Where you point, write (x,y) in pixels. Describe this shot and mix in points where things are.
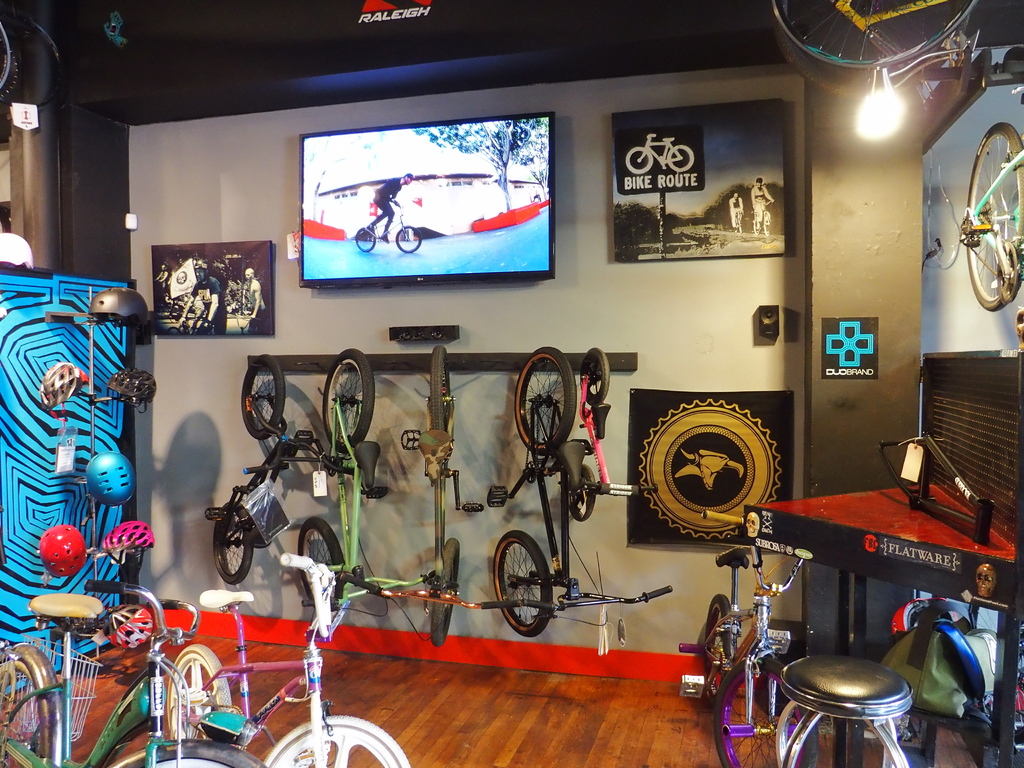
In this image I can see the bicycles (121,723). On the right side (827,699), I can see a stool (809,701). On the left side (139,378) I can see the helmets (124,477). In the background (207,334), I can see the boards (210,265). I can also see something projected on the screen (395,184). At the top (887,120) I can see the light (871,121).
